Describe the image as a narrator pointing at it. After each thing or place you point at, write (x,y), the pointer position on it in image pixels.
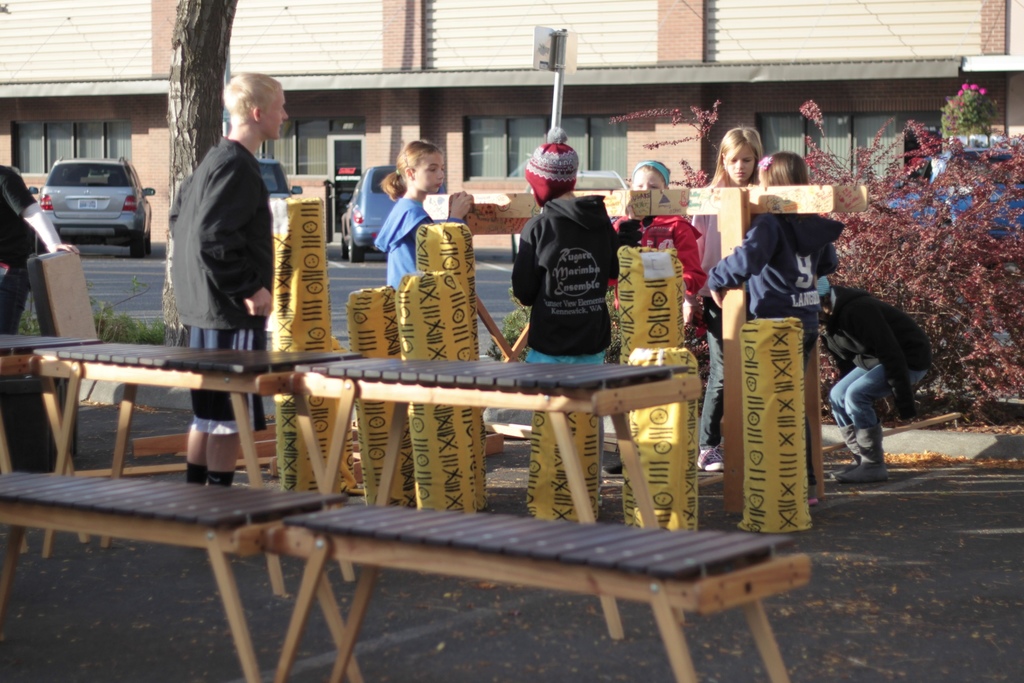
In this image there are group of people (731,269) standing, benches (579,387), some objects (653,266) wrapped with yellow color covers (750,392), plants (863,267) with flowers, cars (376,216), buildings (28,4), grass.
